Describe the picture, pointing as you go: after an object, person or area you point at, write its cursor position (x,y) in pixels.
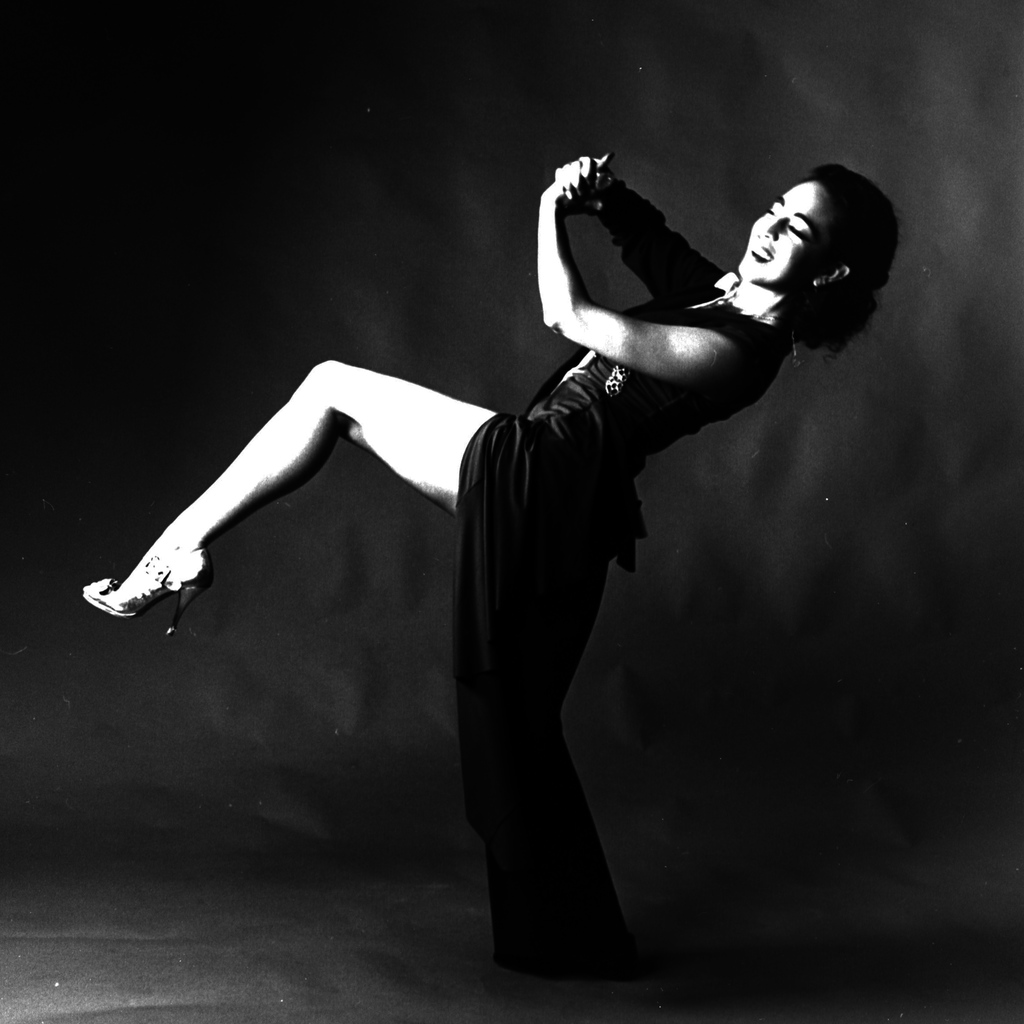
This is a black and white picture. Here we can see a woman (578,523) and she is smiling. And there is a dark background (114,126).
